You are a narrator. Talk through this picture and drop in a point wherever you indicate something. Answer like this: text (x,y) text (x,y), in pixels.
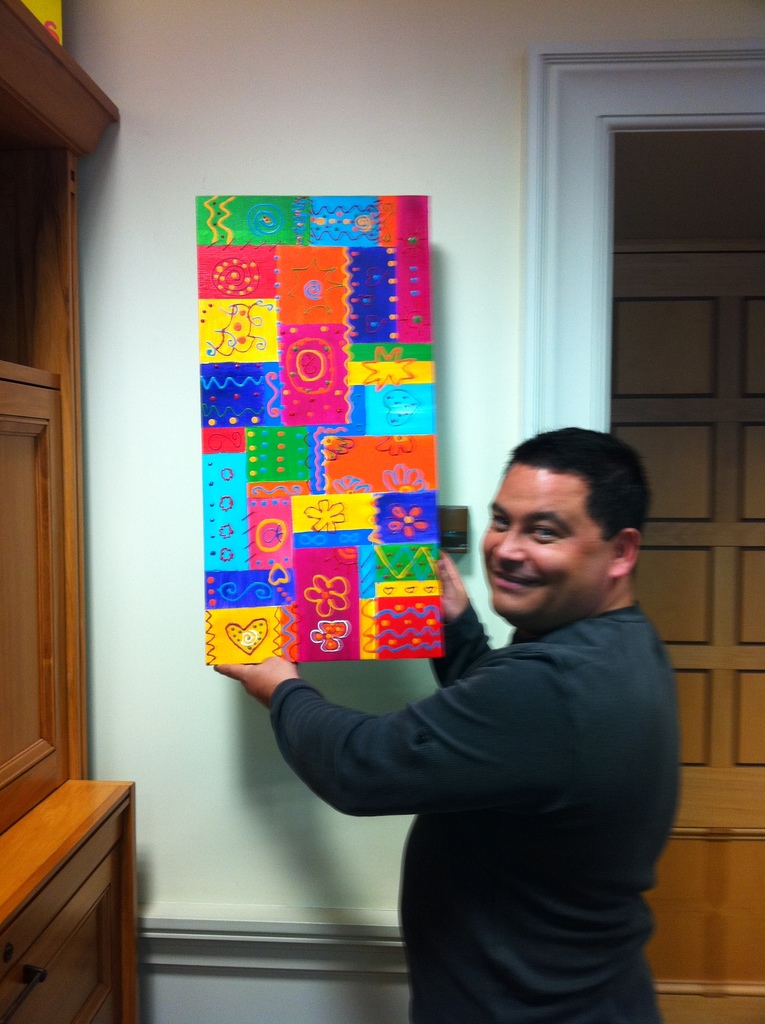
In this image we can see a man (455,809) holding an object (417,586) and standing and smiling. On the left (62,429) we can see the cupboard (44,663). In the background (251,90) we can see the wall (385,44) and also the door (701,426).
